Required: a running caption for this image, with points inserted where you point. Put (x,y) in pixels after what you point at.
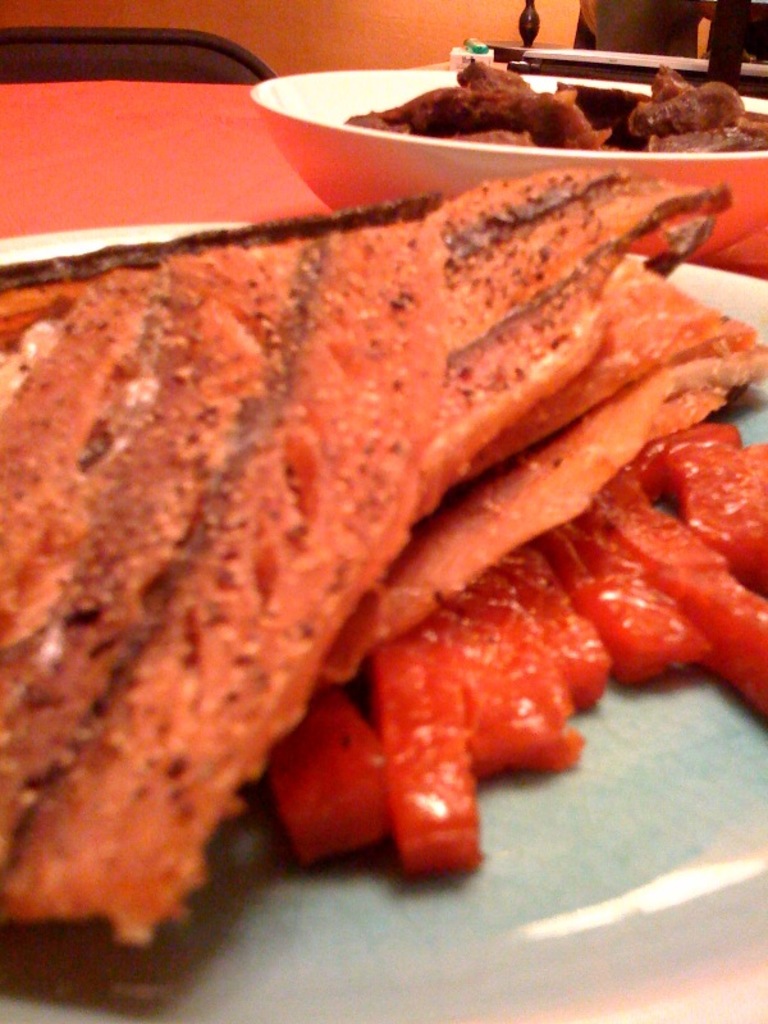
In this picture I can see food (424,235) in the bowl (432,188) and in the plate (441,995) on the table (8,200) and I can see a chair (146,57).
